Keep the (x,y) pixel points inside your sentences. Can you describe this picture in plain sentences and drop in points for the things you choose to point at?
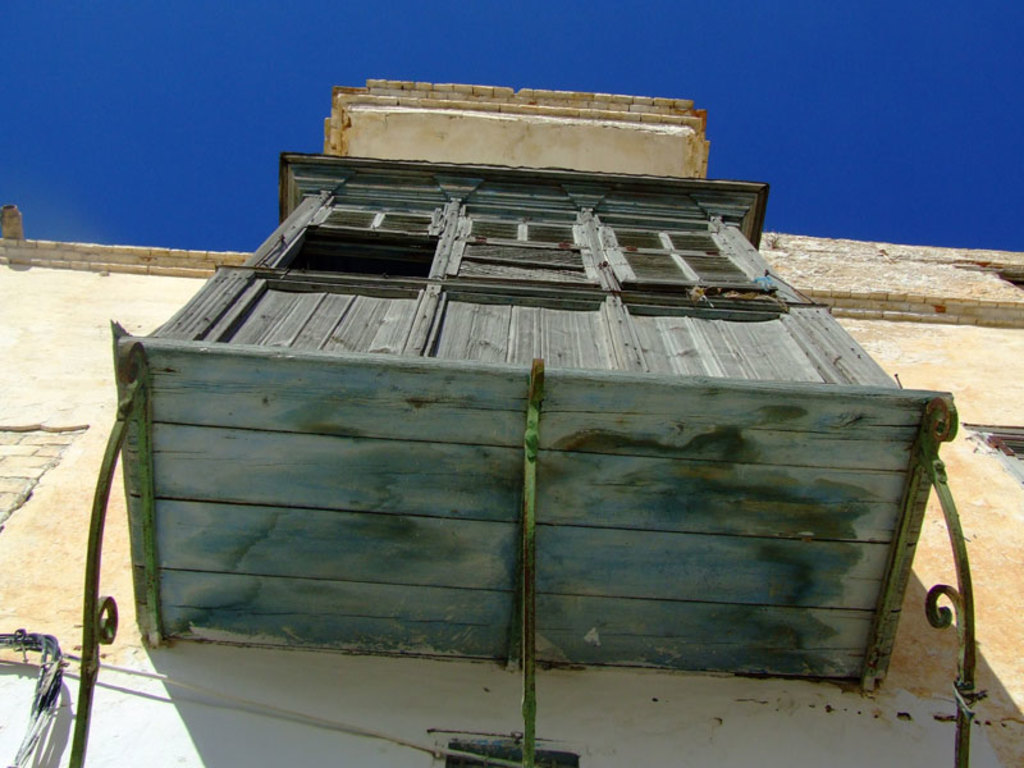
In this image we can see a building (628,299) with windows (653,275). We can also see the sky (253,127).
